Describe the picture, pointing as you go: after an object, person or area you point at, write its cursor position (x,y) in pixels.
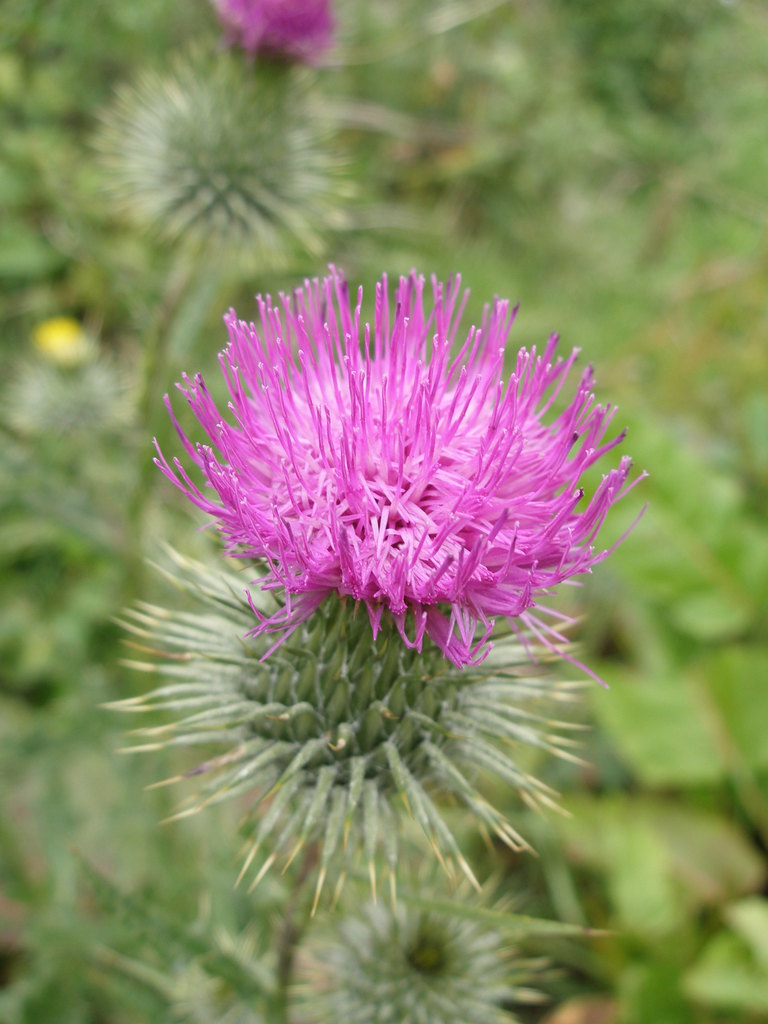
Background (745,650) portion of the picture is blur. In this picture we can see the flowers (283,11) and green leaves (737,781).
